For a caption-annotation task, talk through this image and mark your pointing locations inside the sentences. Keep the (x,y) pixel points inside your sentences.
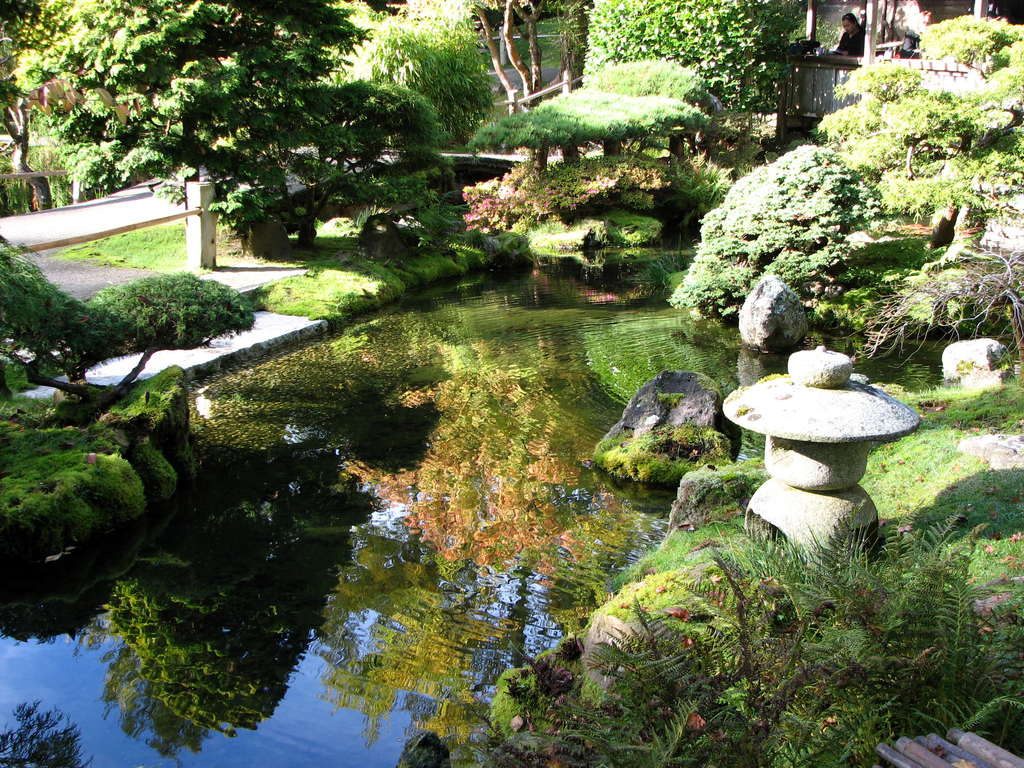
In this image, we can see some trees (972,113) and plants (801,274). There is a pond (556,446) in the middle of the image (536,374). There is a person (854,31) in the top right of the image (859,39).
